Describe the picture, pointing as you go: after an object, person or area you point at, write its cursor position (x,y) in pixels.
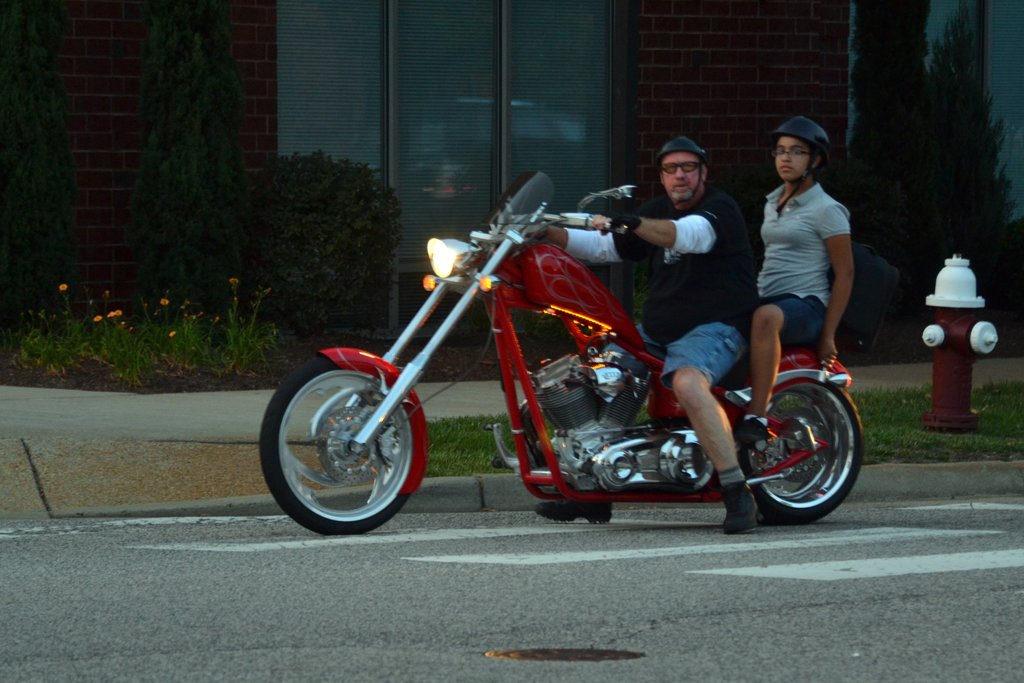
In this image, we can see 2 peoples (729,312) are riding a motorbike (573,437) on the road (617,558). They wear shorts (817,309), t shirts (770,283), glasses (688,172) and helmets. Here right side (939,397), we can see fire hydrant (951,380), grass (918,413). The background (727,159), we can see glass window (470,105) and brick wall (706,70). Some plants (942,136) here and here. Here we can see flowers (166,303).
